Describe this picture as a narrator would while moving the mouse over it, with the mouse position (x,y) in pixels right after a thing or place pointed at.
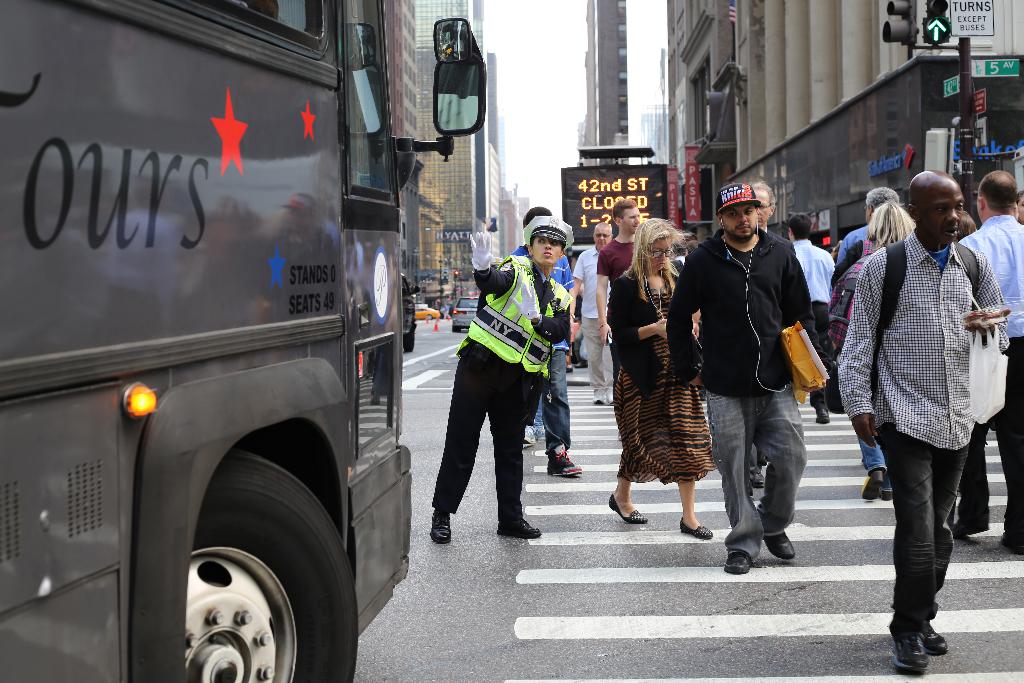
In the image I can see some people (622,391) on the road (433,390) and around there are some vehicles (27,448), poles (917,46), buildings (1017,92) and some other things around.
